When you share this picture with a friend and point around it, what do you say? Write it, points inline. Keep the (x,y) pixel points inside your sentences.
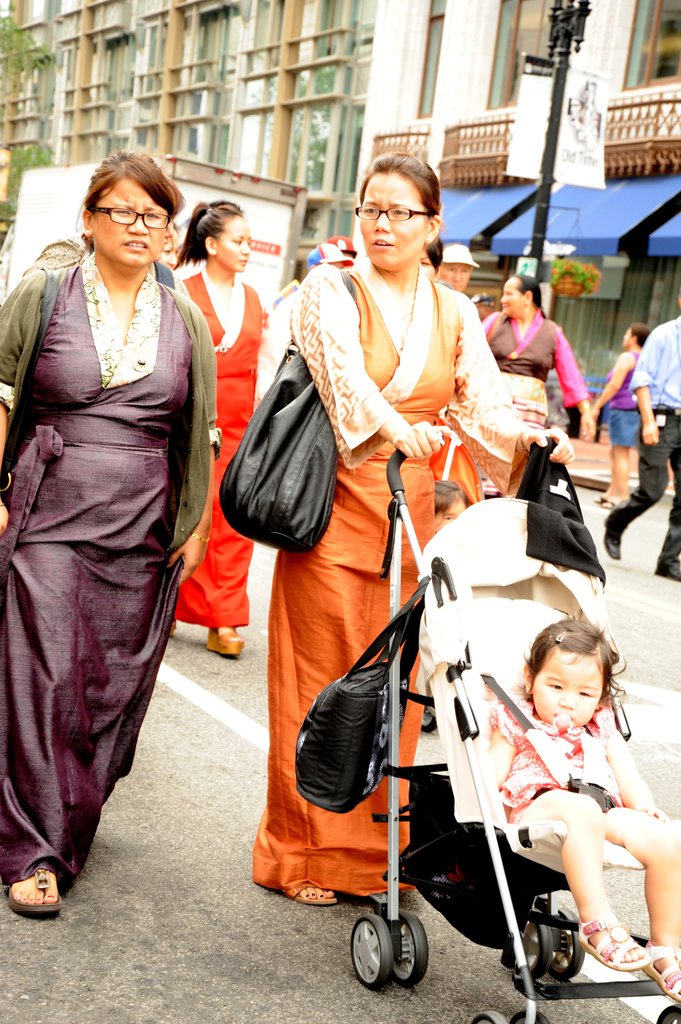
In this image we can see some people (418,501) are walking on the road (220,808). In the foreground of the image (340,439) there is a lady (327,583) wearing bag (294,469) and holding a baby walker (455,658). On the walker (622,849) there is a baby (622,818). In the background (222,94) there are buildings (480,106).
